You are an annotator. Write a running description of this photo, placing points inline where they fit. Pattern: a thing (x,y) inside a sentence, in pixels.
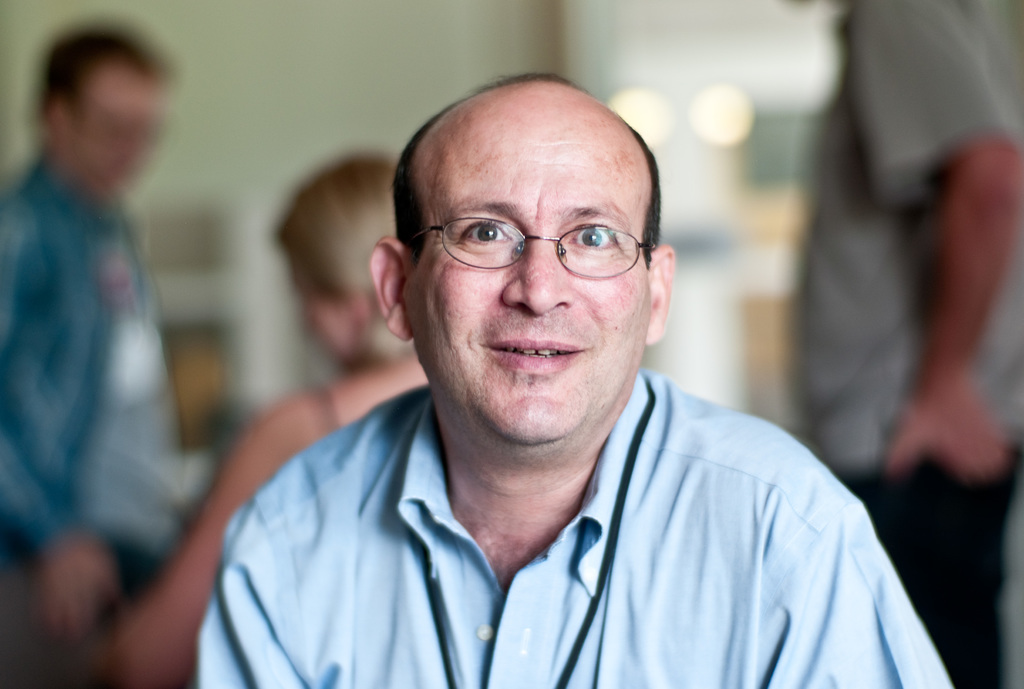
In this image I can see a man (316,475) and I can see he is wearing shirt (475,593) and specs (486,243). In background (128,527) I can see few more people (850,396) and I can see this image is little bit blurry from background (961,260).
